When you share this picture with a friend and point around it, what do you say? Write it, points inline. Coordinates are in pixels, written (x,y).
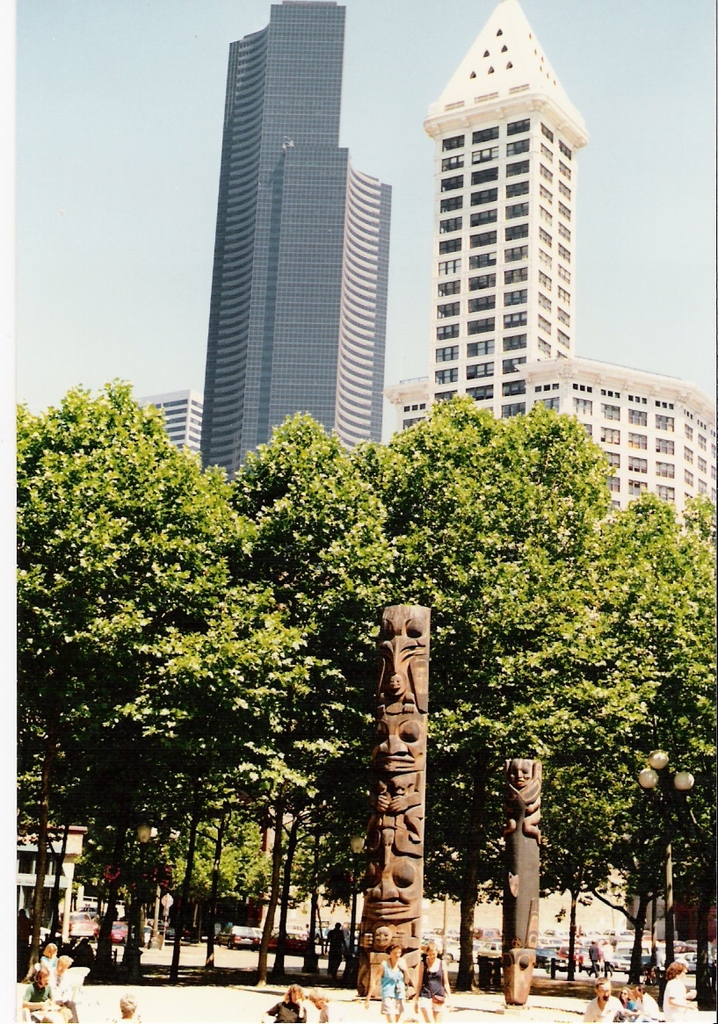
In this image we can see pillars (417,899) with sculptures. There are many people (615,1006). In the back (498,667) there are trees (470,728). In the background (465,83) there are buildings (225,235). And there is sky (191,178).
